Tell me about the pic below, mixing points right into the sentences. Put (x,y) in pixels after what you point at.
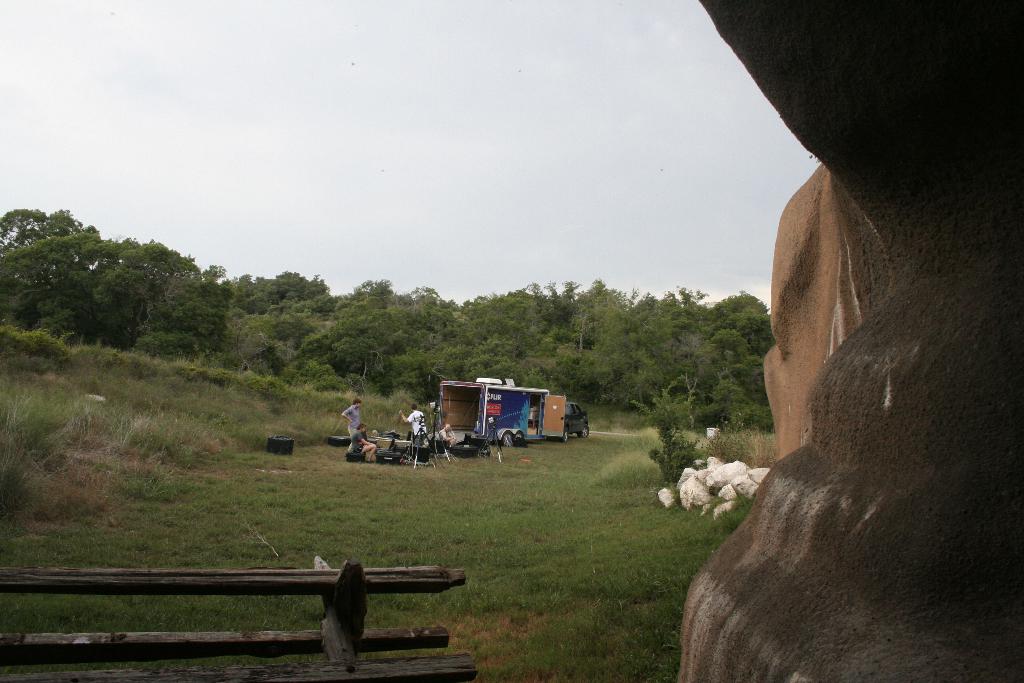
In the image there is a huge rock (783,466), around the rock (748,518) there is a lot of grass (13,403) and trees (112,320) and on the grass (334,411) there is a vehicle (454,402), few people (352,429) and some other objects (383,458).
